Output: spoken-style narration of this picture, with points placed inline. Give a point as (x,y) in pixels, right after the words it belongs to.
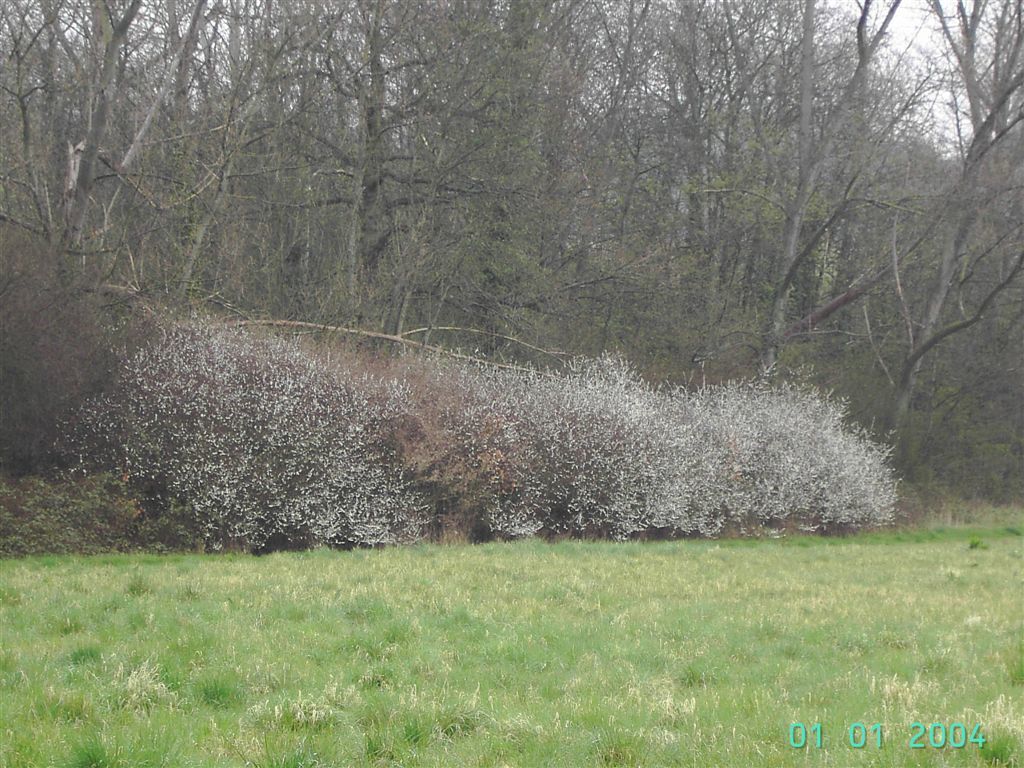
In this image we can see one ground (976,660), right side of the image (685,413) we can see some numbers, some trees (10,253), bushes (541,379), plants (546,472) and green grass (62,686) on the surface (956,591). At the top (895,32) there is the sky (906,71).
